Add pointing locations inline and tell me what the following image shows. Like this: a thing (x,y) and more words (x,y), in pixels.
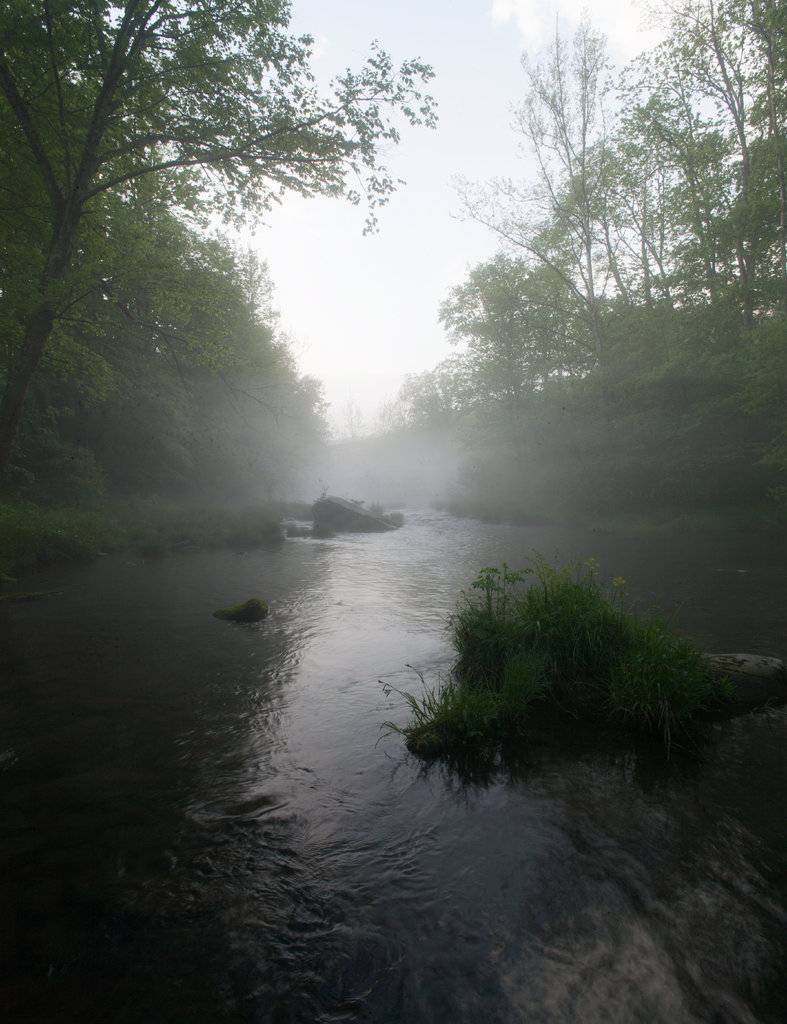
In this picture there is water (40,822) at the bottom side of the image (387,834) and there is greenery (488,486) in the background area of the image (221,476).
